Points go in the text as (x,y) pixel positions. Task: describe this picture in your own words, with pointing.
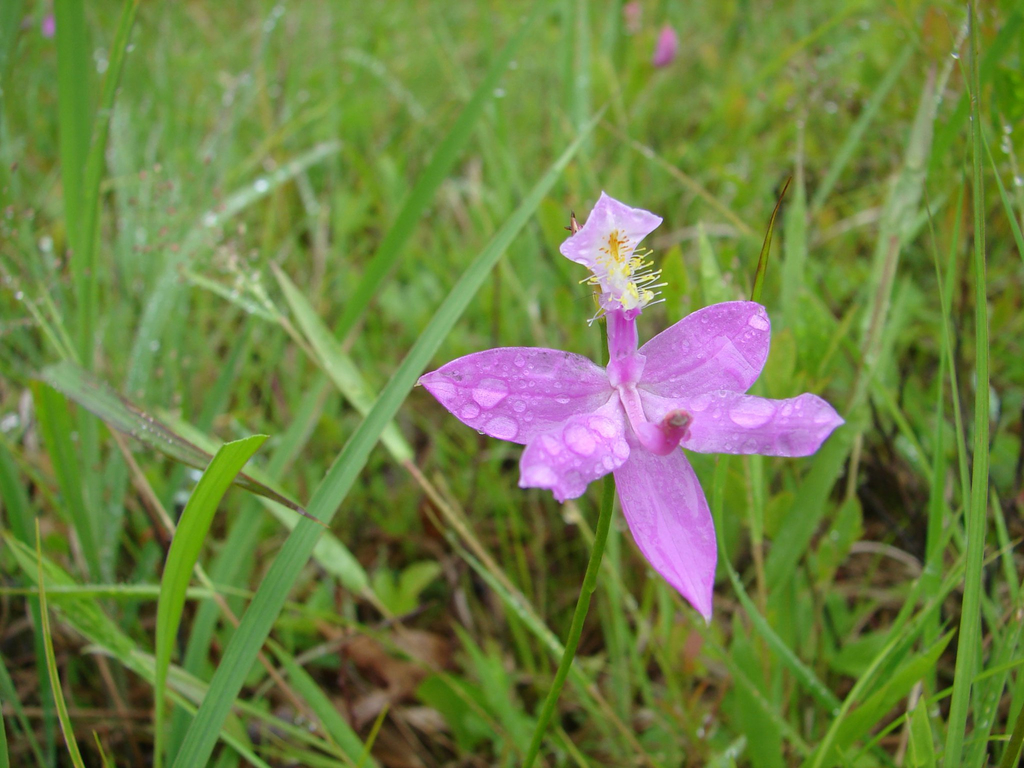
In this picture, there is a flower (553,424) towards the right (747,403). It is in purple in color. In the background (162,364) there is grass (440,334).
